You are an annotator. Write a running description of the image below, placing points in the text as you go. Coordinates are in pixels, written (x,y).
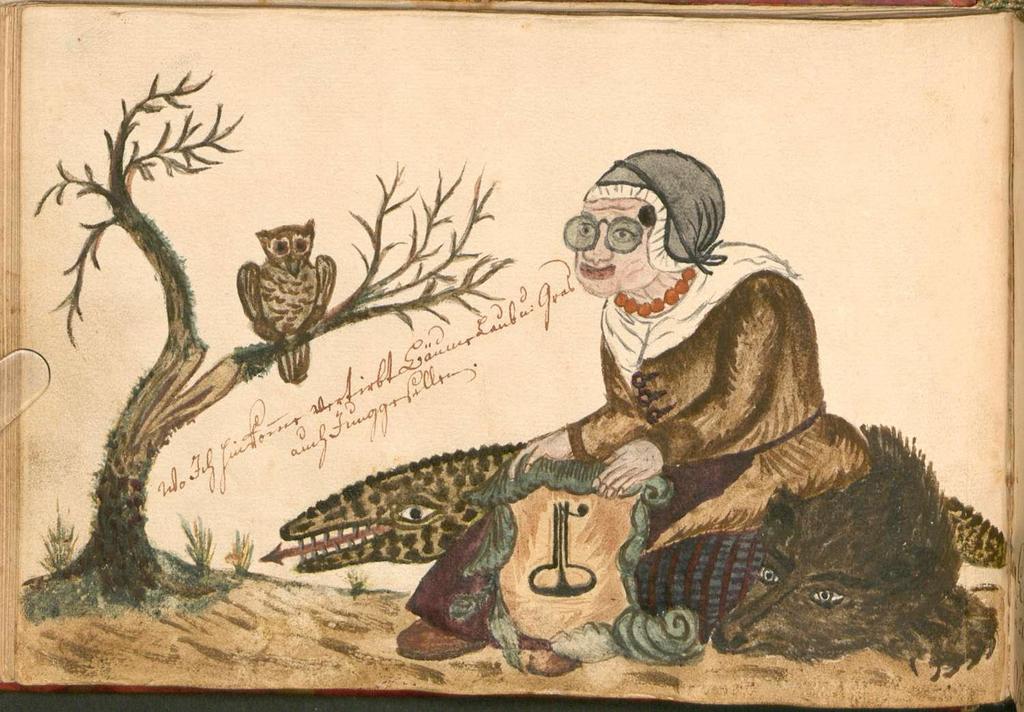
This is a painting, in this painting we can see a woman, crocodiles (445,477), owl (315,294) and tree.
